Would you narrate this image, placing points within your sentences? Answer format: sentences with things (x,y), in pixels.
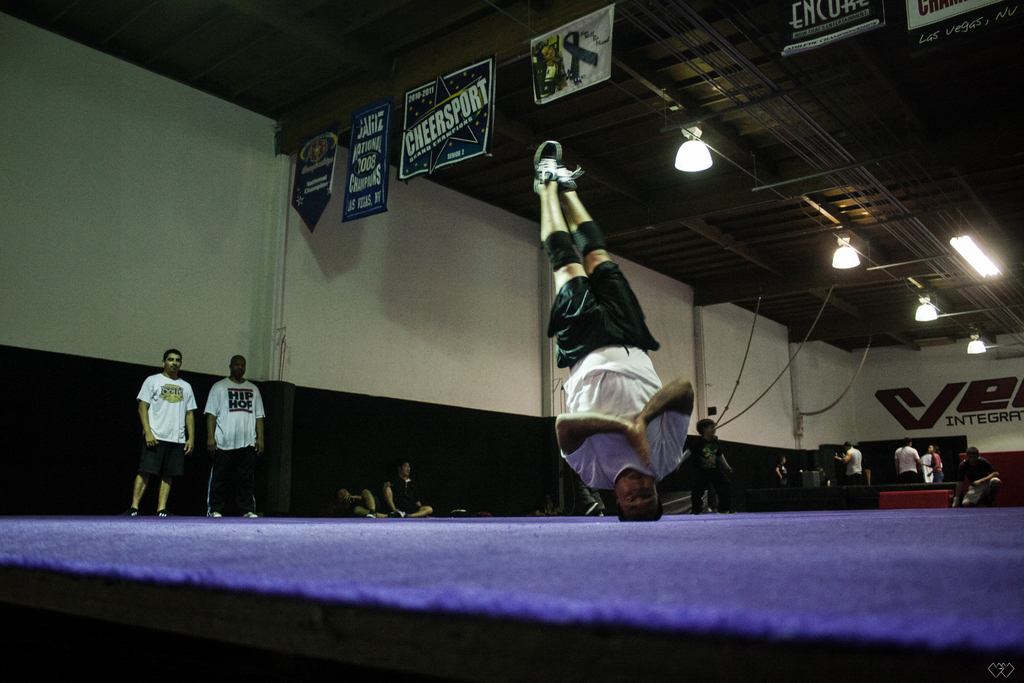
In this picture, it looks like a person (597,450) is dancing. Behind the person (586,352), there are some people (230,418) standing and some people (400,479) are sitting. Behind the people (181,426) there is a wall (823,370) with the painting (979,387). At the top (318,163) there are banners (328,155), lights (921,297) and rods (823,137).
